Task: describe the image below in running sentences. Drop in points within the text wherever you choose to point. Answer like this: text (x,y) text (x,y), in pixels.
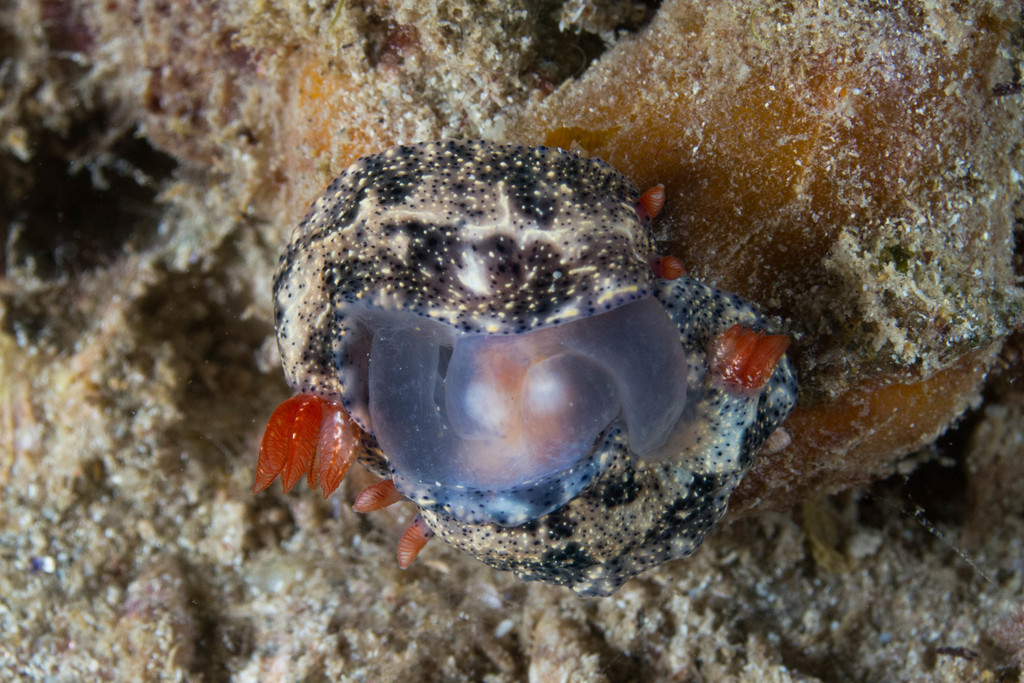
This picture shows a animal (578,261) in the water (696,271).
